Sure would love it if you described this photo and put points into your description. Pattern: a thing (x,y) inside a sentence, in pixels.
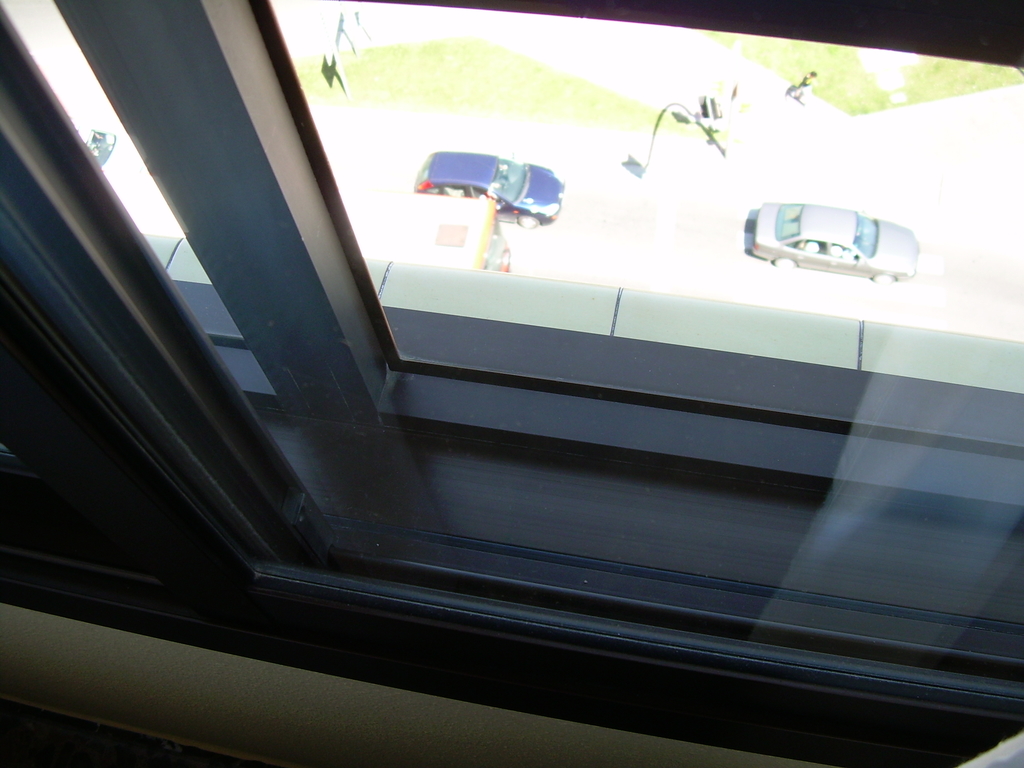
In this image I can see a glass window (325,252). We can see vehicles (561,203) on the road (631,218).
